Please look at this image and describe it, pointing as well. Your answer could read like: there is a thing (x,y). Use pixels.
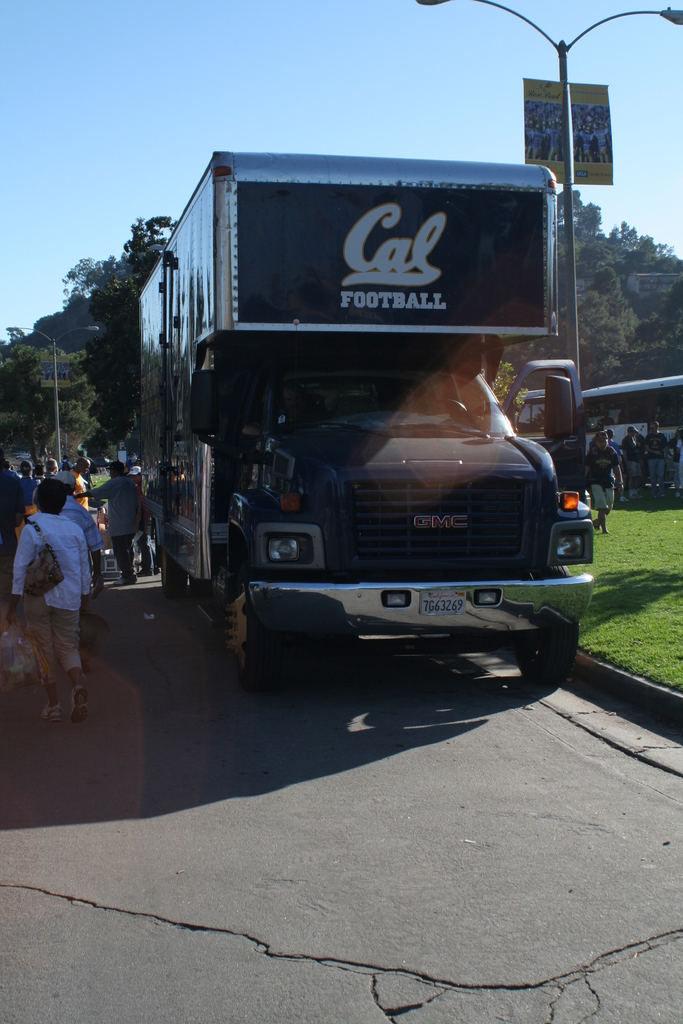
In this image we can see motor vehicle (296,597), persons (111,493) standing on the road (108,652), ground (682,497), shed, trees (632,361), street pole (509,10), street lights (571,176) and sky (97,133).
